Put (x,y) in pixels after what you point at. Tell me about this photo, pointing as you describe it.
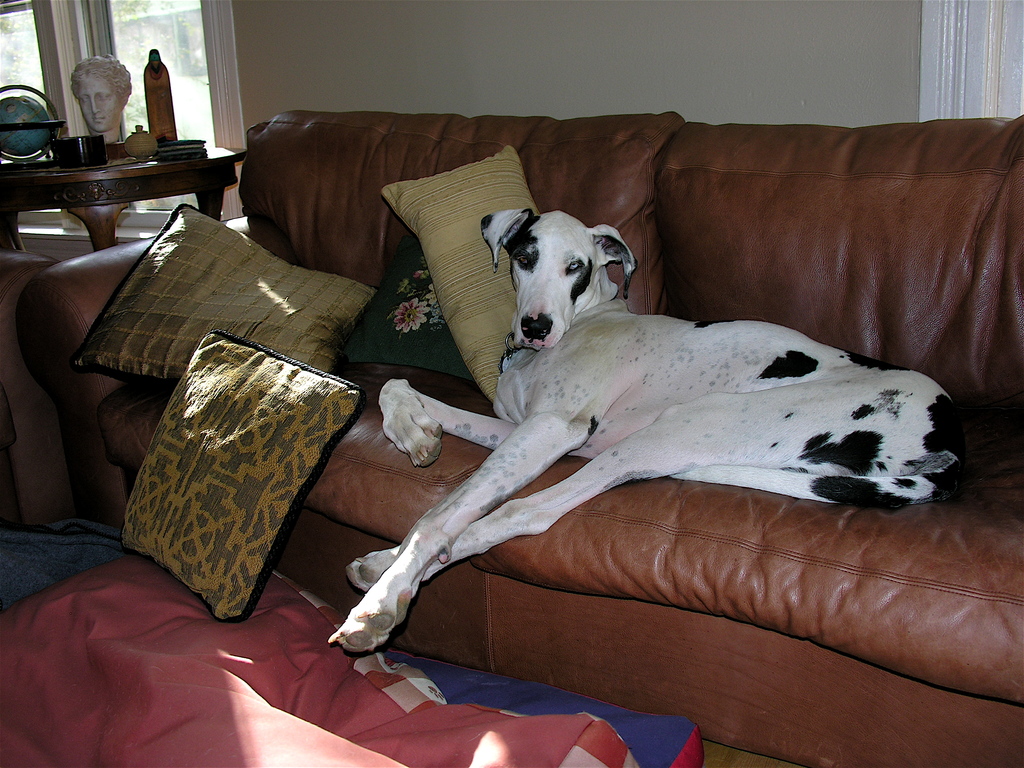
In the picture we can see inside view of the house (554,12) with a brown color cushion (920,637) on it, we can see a dog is lying and beside it, we can see some pillows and near it, we can see a red color blanket (45,598) and beside the cushion (780,164) we can see a table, on it we can see some things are placed and behind it we can see the glass window (77,18).
